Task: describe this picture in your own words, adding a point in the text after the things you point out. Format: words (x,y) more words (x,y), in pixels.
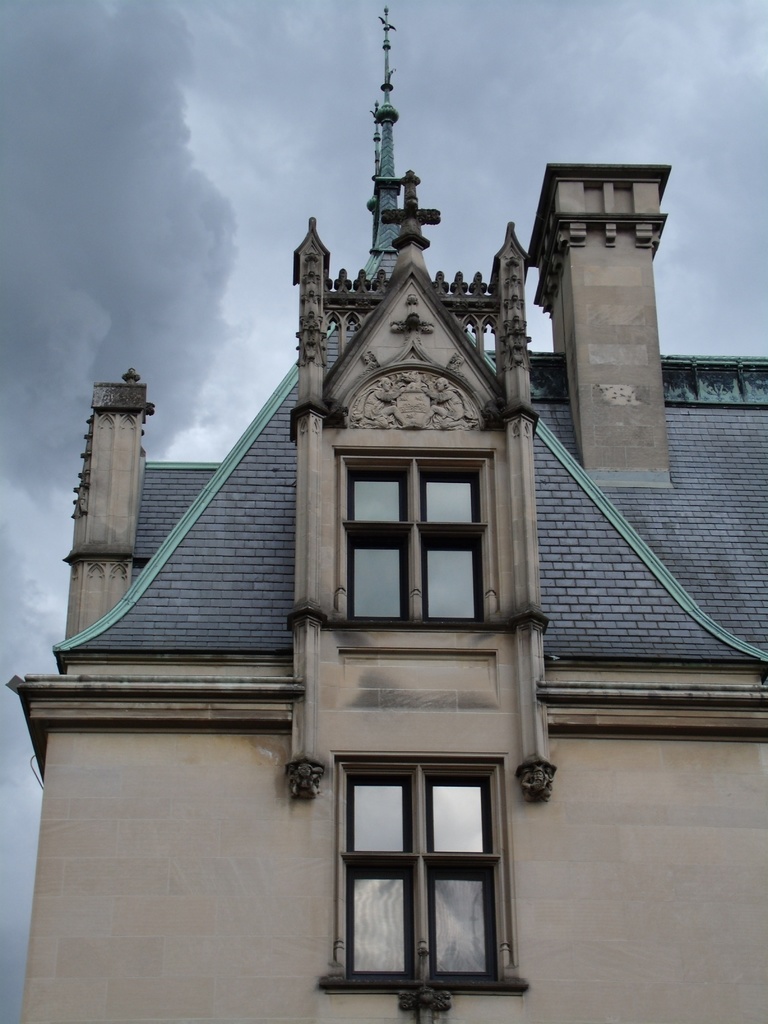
In this picture we can see statues (428,417) on the wall (346,381) and windows (379,541), top of the building (379,252) we can see poles (388,39). In the background of the image (224,192) we can see sky (229,252) with clouds (222,151).
